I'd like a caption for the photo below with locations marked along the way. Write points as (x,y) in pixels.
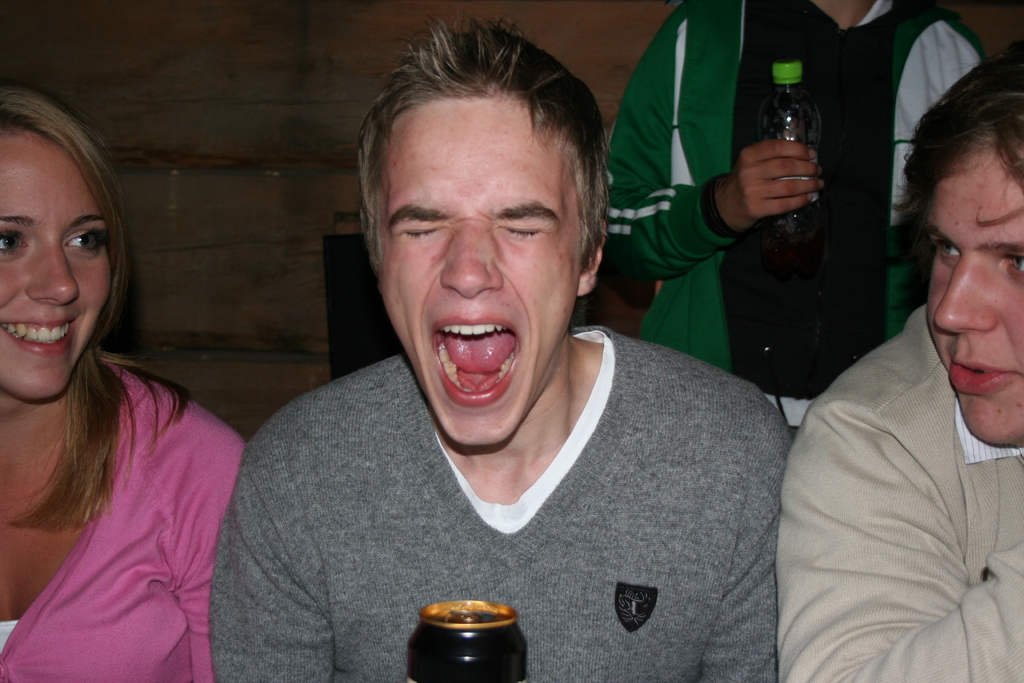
As we can see in the image, there are four people (979,61). The man (493,283) who is sitting in the front (493,361) is shouting and behind them there is a man (788,154) holding bottle (790,123).
